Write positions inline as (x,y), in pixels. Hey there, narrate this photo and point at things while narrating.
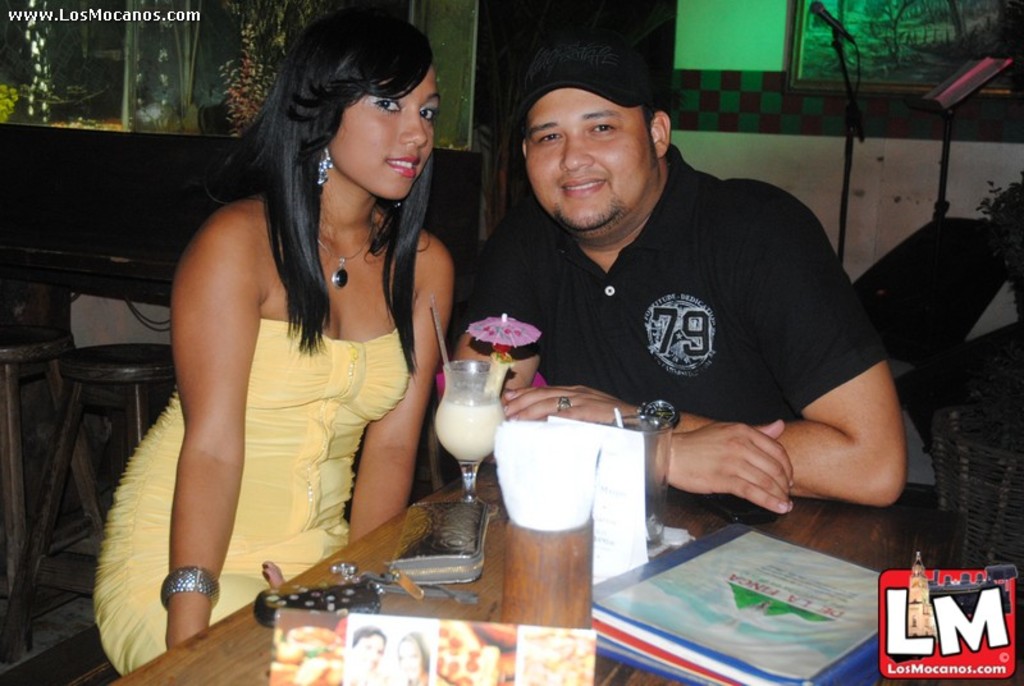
In this image in the front (407,604) there is a table (407,604), on the table (492,614) there are books (706,633), glasses (459,404) and there is a photo frame (488,661). In the center (400,278) there are persons (512,267) sitting and smiling. In the background (96,368) there are empty stools (64,364), there is an aquarium (438,71) and there is a mic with a stand (849,100) and there is a frame (787,73) on the wall (780,73).
